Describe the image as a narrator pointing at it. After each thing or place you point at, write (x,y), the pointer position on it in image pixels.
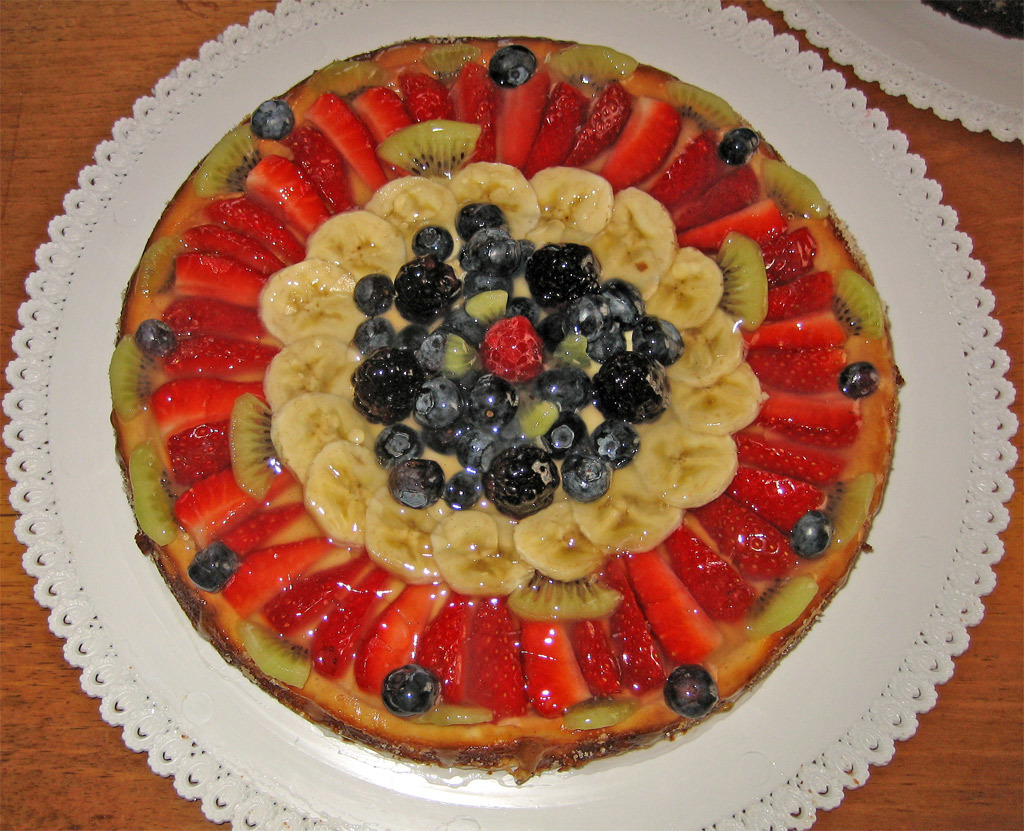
In the image there is fruit tart (534,712) with banana slices (539,537), blueberries (502,254), strawberries (333,628), kiwi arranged in circular manner in a plate (912,231), the plate (571,36) is on table (70,795).
